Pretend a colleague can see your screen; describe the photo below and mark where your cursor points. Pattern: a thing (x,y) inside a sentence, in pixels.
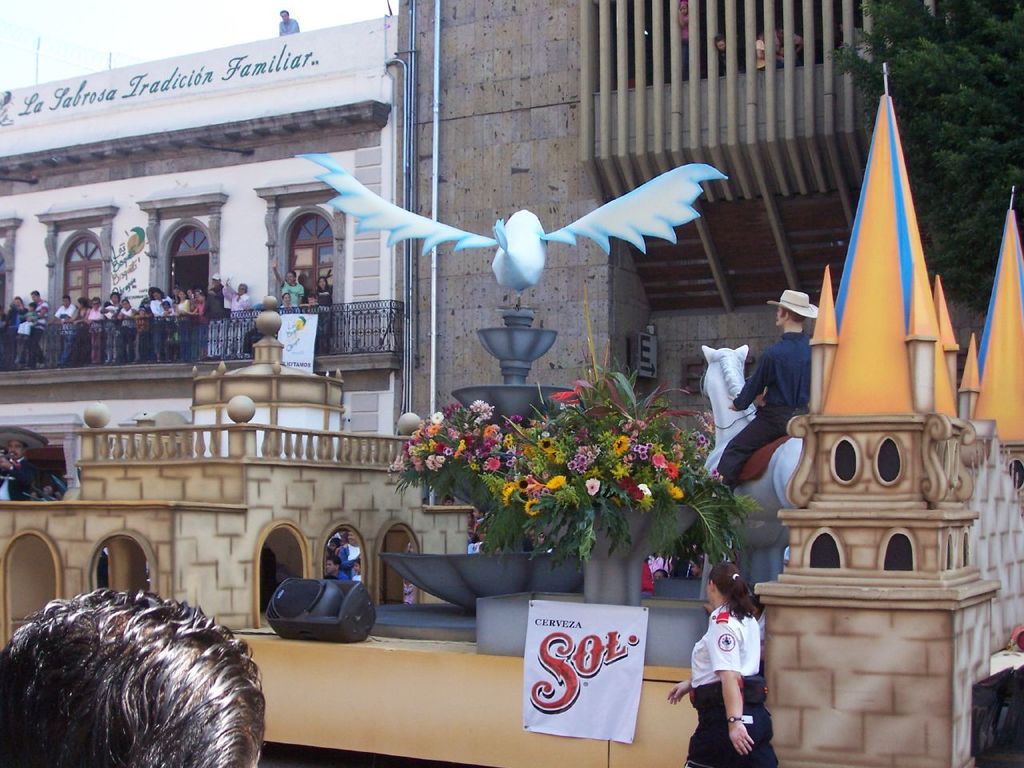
At the bottom (730,661), we see the woman (727,689) is walking on the road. Beside her, we see a board (579,683) in white color with some text (578,674) written on it. Beside her, we see flower pots (563,490) and the statue (761,480) of the man (779,385) riding the horse (714,444) and we even see the statue (617,227) of the bird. On the left side (324,327), we see a building (3,138) in white color and people (220,306) are standing. In front of them, we see iron railing (147,342). There are buildings (213,233) and trees (1011,59) in the background (717,87).
